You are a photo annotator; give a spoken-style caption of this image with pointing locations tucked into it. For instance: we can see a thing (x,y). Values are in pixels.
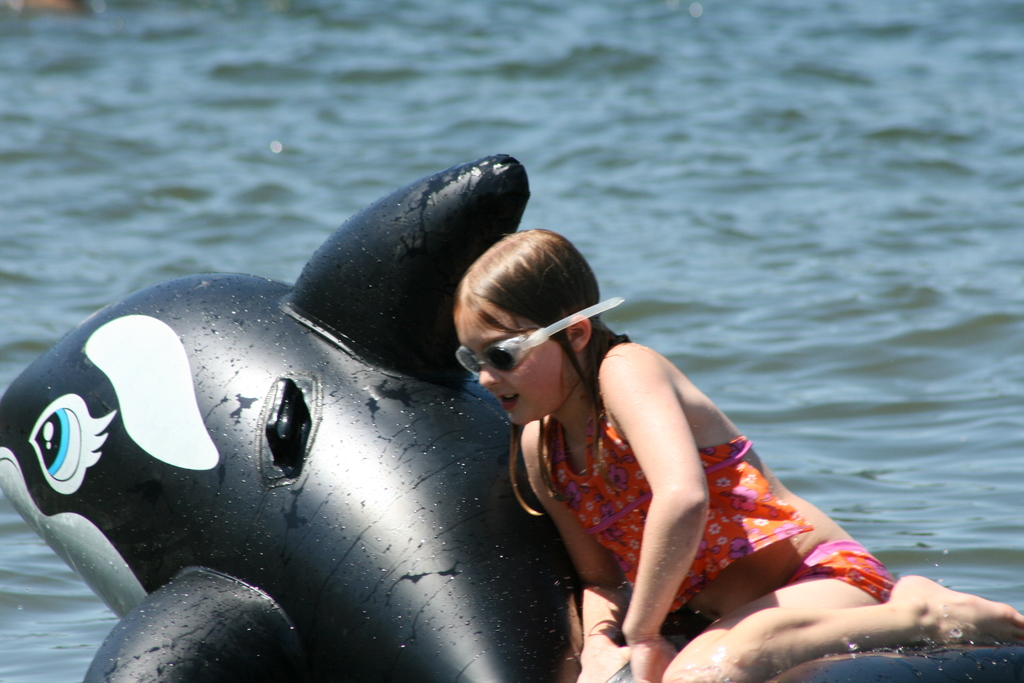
In this image I can see a person (591,472) sitting on the balloon (385,620) and they are on the water (810,169).
